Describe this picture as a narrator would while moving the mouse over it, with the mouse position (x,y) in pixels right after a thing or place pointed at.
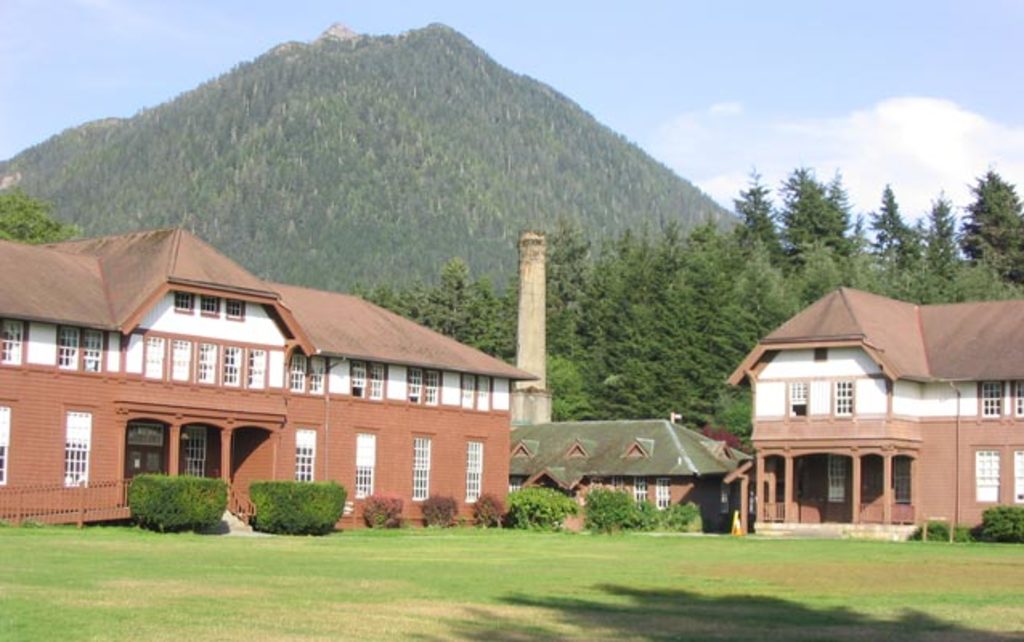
In this image we can see few buildings (595,460) with doors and windows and there are some plants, trees (562,395) and grass (484,626) on the ground (766,605). We can see the mountains (338,42) in the background (332,272) and at the top (198,20) we can see the sky (207,10).
